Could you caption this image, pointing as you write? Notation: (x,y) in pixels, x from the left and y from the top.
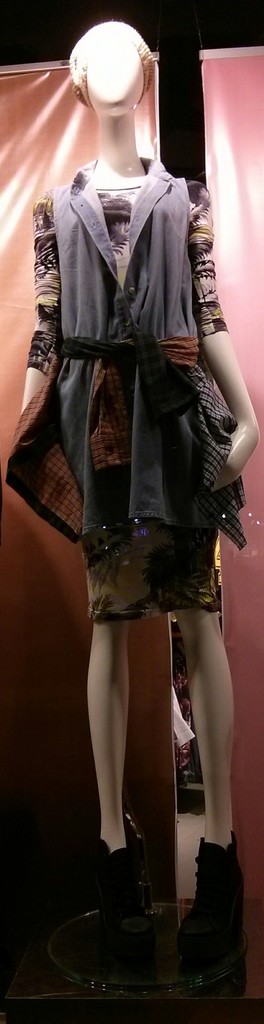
In this image we can see a mannequin (115,534) to which there is a costume (170,523) and also we can see some light shadow (220,252) on it.
